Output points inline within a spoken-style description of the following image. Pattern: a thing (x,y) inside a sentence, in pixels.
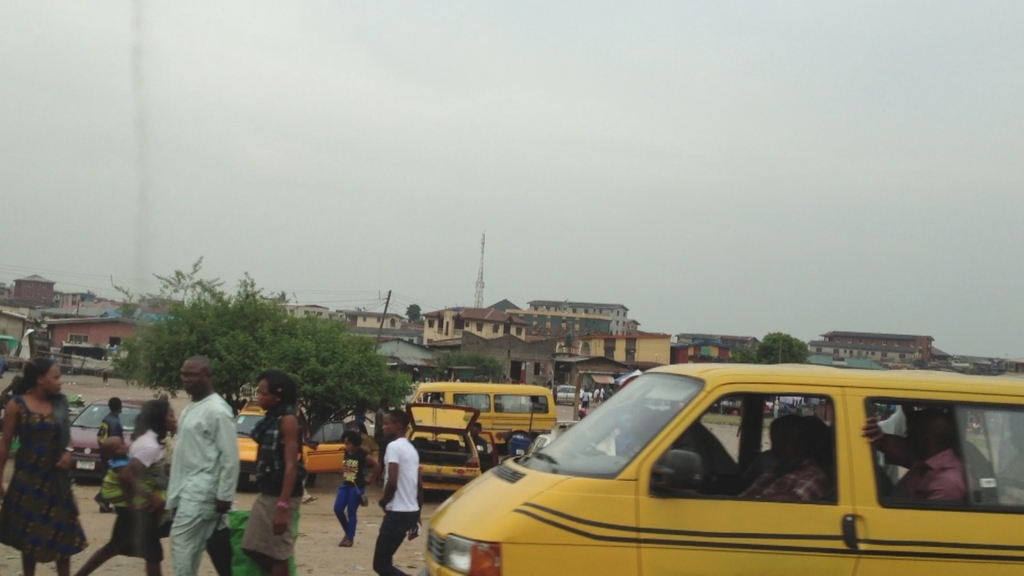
This Image is clicked outside where there is a sky (506,164) on the top (395,113) and in the middle (586,362) there are buildings (373,323) and trees (364,372) and vans (550,540) in the bottom side (626,494). There are people (354,475) on the bottom left corner (274,461). There are vans (601,526) which are in yellow color and people (780,486) are sitting in that vans (674,444).
